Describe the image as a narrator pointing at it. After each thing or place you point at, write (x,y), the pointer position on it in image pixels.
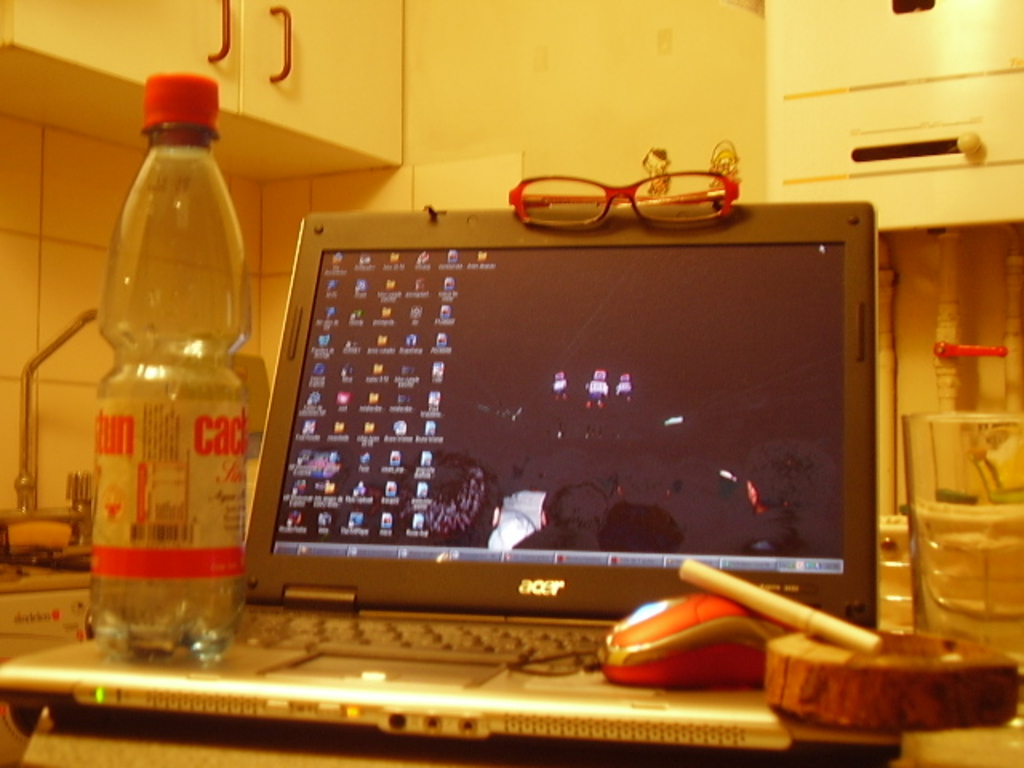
This is a laptop (650,405). On it we can see mouse (660,661). ashtray (837,670), cigarette (841,632), water bottle (148,354) and glasses (601,196). In the background (86,6) there is a wall cupboard (126,13) and sink (46,521) and pipes (956,342).
